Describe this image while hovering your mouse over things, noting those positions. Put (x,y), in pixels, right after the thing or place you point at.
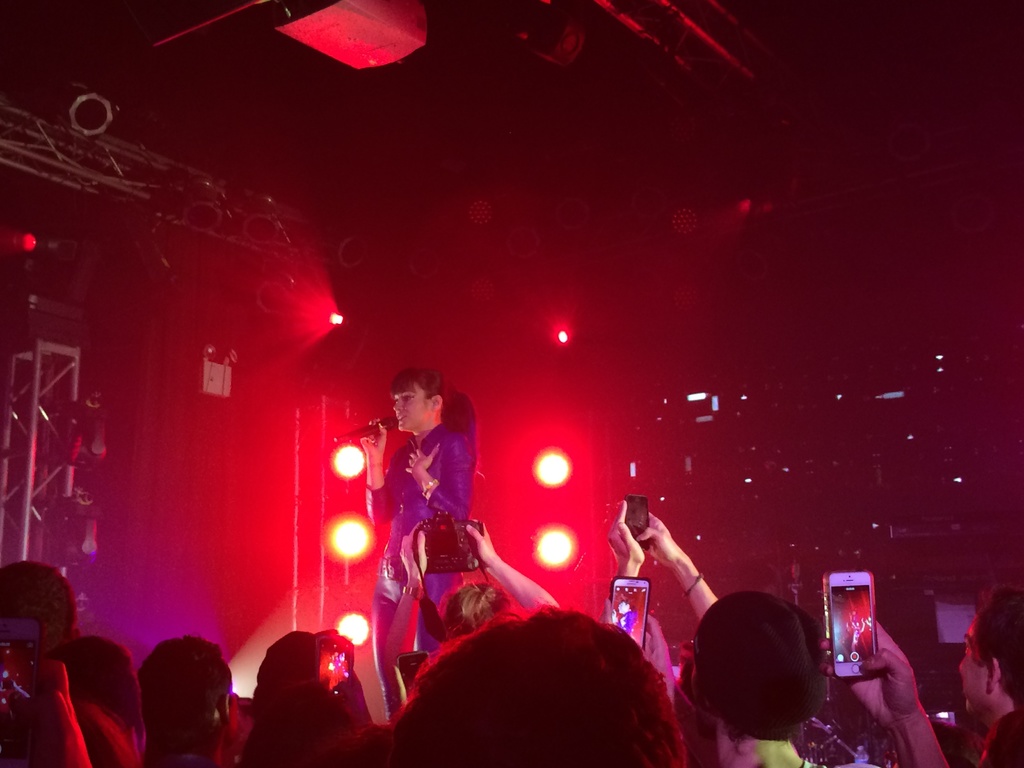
In this picture there are people (52,590), among them few people (8,602) holding mobiles (871,640). There is a woman (474,434) standing and holding a microphone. In the background of the image (894,424) it is dark and we can see rods (12,161) and focusing lights (560,464).
